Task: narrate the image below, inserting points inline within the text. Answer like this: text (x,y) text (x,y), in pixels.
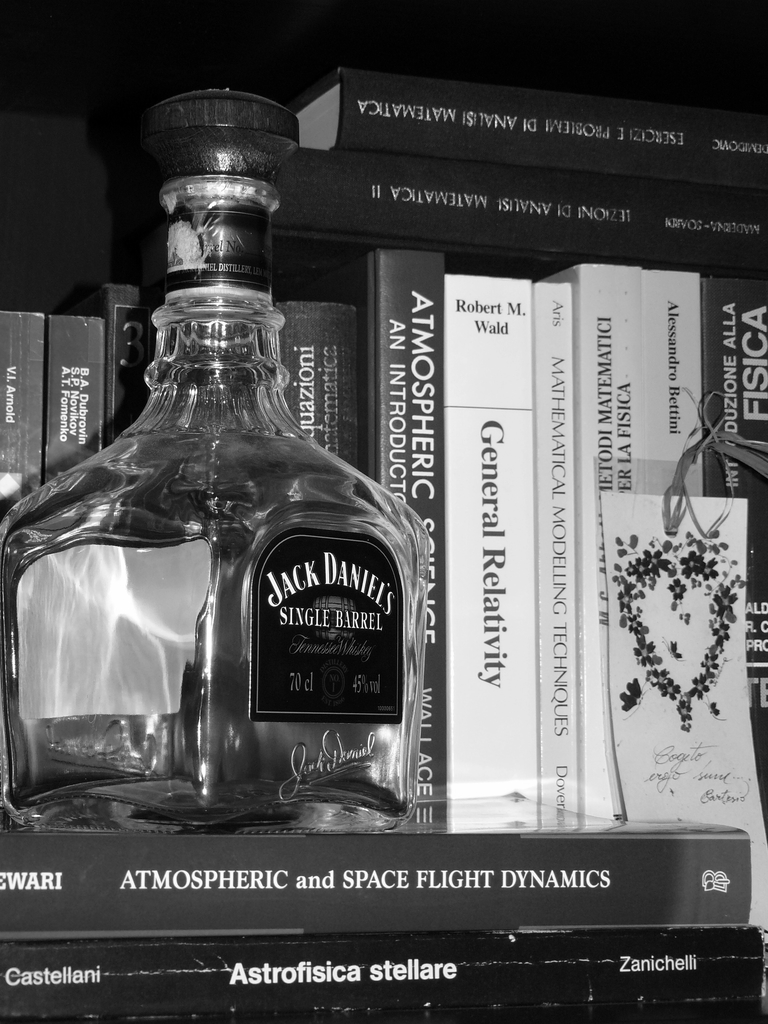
A black and white picture. In-front of this books (501,414) and above this books (478,886) there is a bottle (271,607) with sticker (315,621).
